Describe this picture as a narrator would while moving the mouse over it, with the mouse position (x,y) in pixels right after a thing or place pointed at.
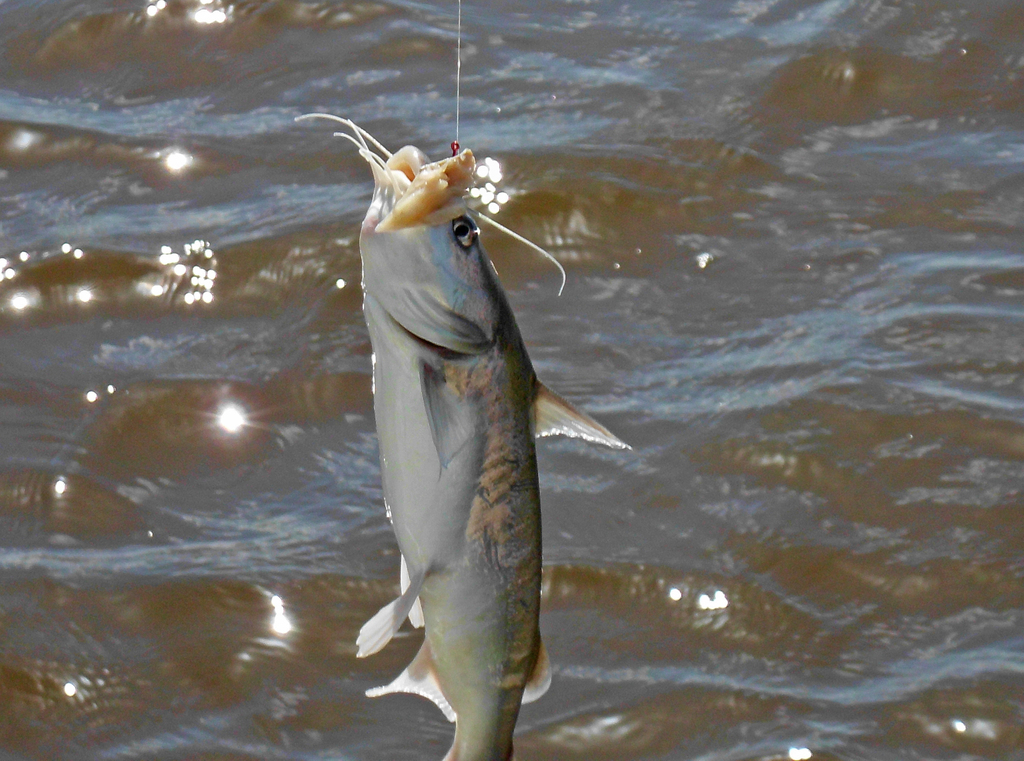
Here we can see a fish (423,163) stuck to a wire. In the background (467,43) we can see water (694,480).
